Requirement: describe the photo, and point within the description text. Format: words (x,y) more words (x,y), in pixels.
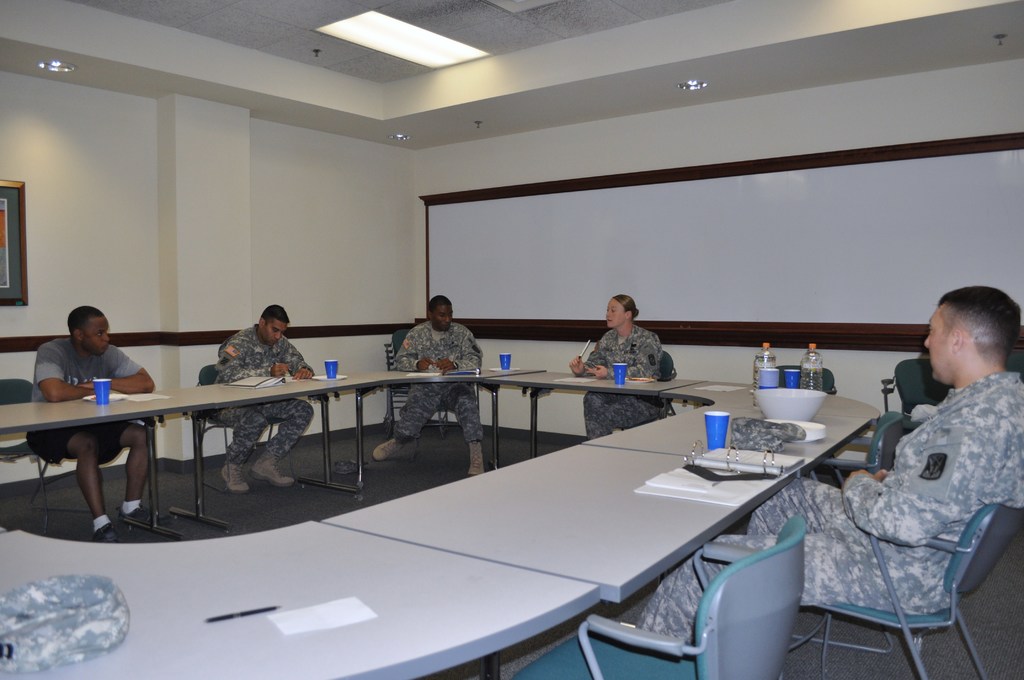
There are persons (949,365) sitting on the chairs (727,661). These chairs (768,627) are arranged around a table (415,624) on which, there are blue color glasses (722,421), bottles (756,380), a bowl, books (699,485) and other objects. In the background (814,262), there is a white color board (741,252) attached to the white wall (484,159), there is a photo frame (25,226) on the wall (162,242) and there are lights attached to the roof (680,76).
